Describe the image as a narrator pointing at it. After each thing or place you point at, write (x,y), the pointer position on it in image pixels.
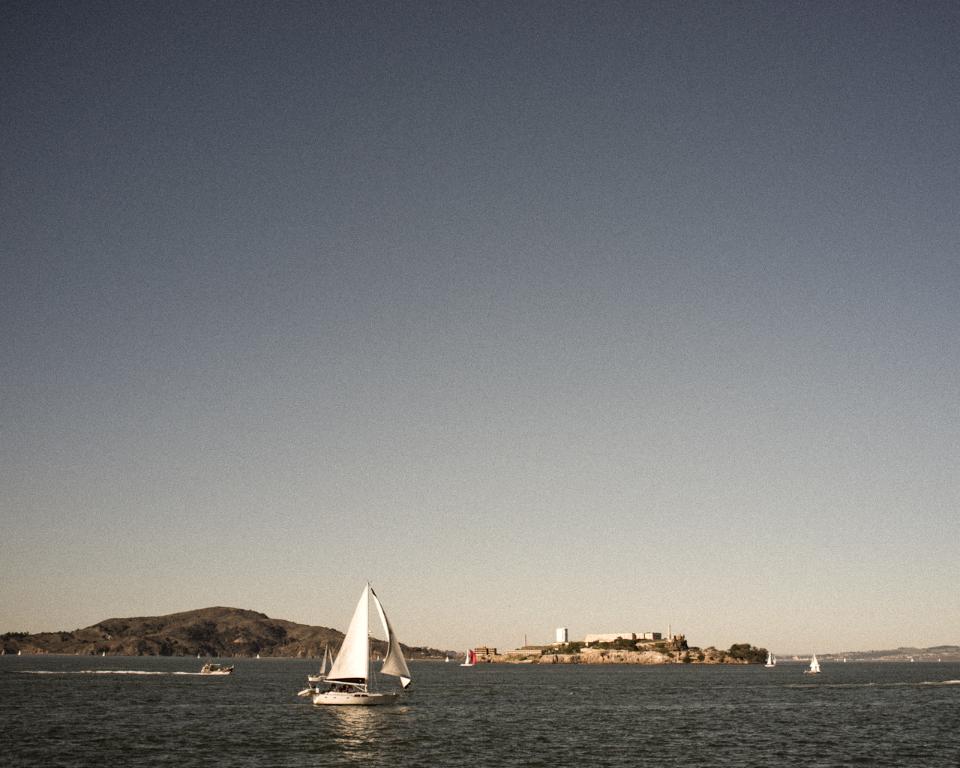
In this image we can see boats (385,671) on the water (718,706). In the background (56,638) we can see hill (174,634), building (624,635) and sky (385,261).
